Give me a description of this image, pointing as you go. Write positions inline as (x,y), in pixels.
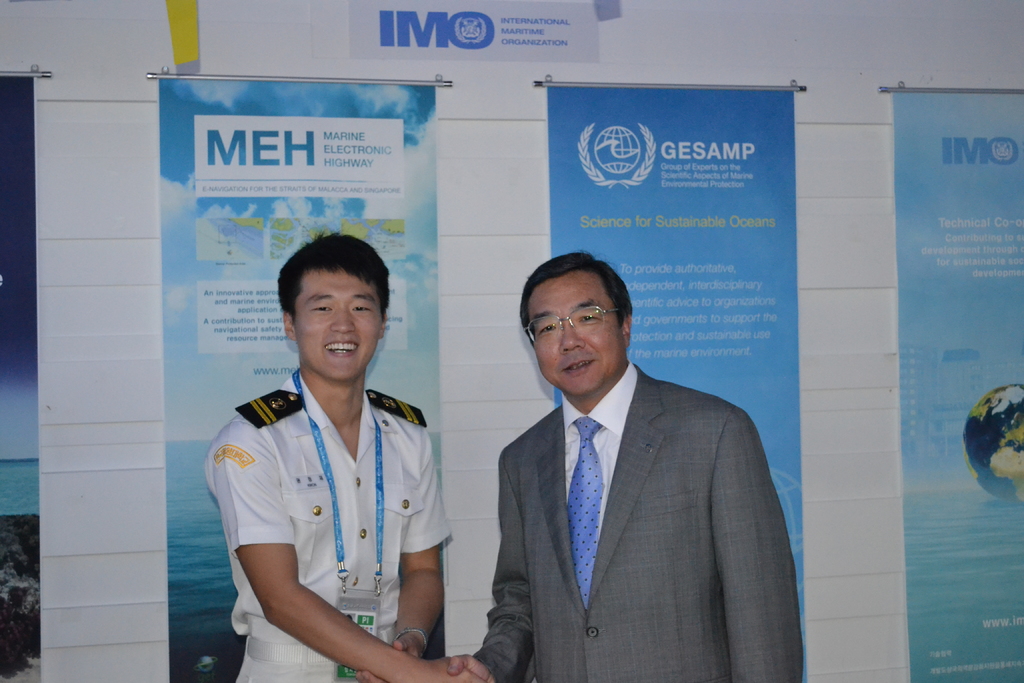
In the front of the image (410,434) I can see two people (328,637) are smiling and giving each other a handshake. In the background of the image (868,364) there are banners (389,96), poster (357,3) and wall (58,227). Something is written on the banners (597,158) and poster (577,39).
